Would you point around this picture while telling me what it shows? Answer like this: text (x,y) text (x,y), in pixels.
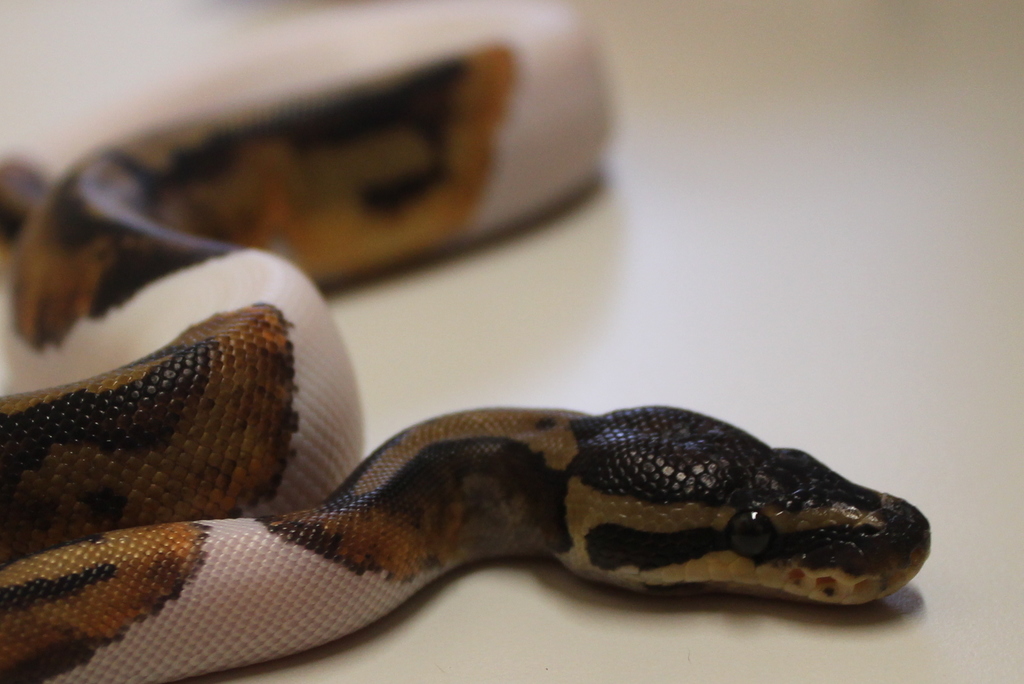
In this picture we can see a snake (341,402).
